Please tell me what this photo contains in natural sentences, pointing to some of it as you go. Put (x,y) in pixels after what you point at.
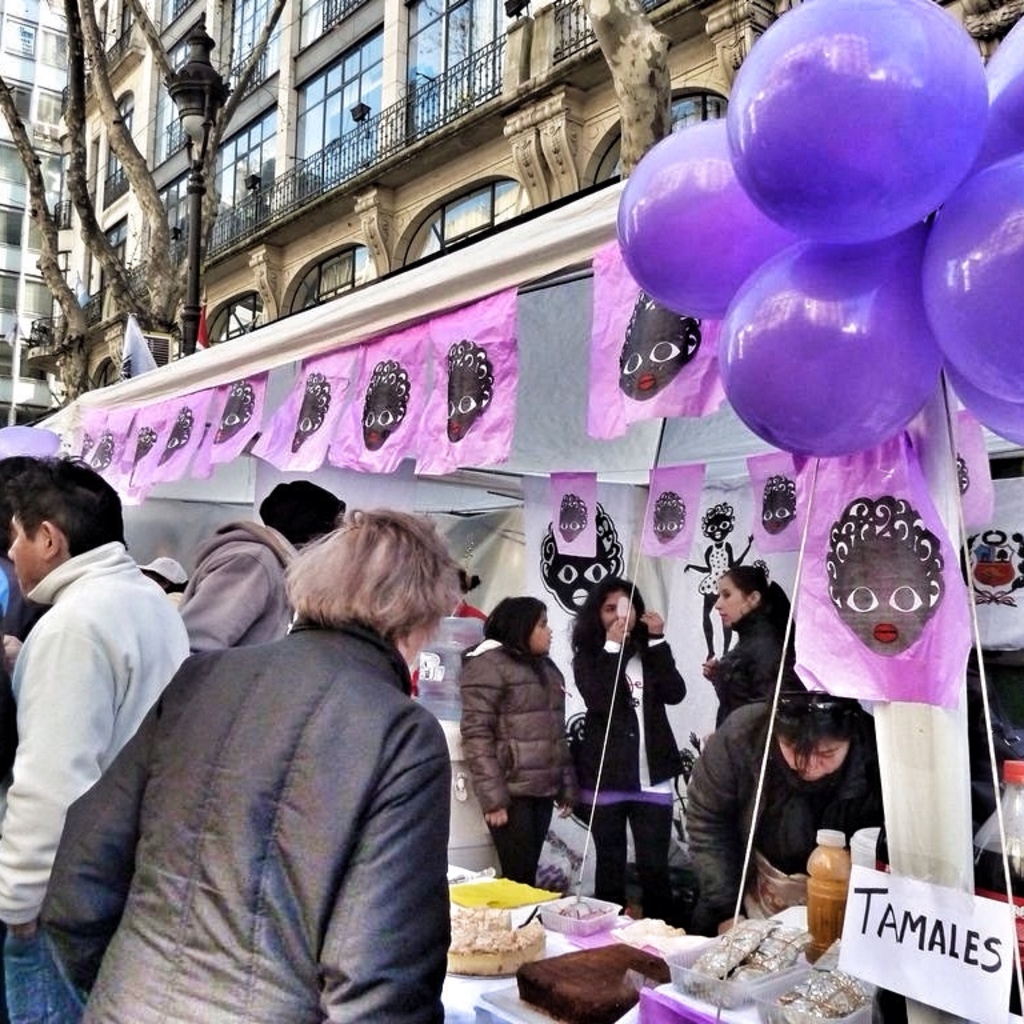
In this image I can see number of people (30,532) wearing jackets (426,845) and a stall of food (718,1018). I can also see number of balloons (798,165), a building (467,176), a street light (196,153) and a tree (91,245).
